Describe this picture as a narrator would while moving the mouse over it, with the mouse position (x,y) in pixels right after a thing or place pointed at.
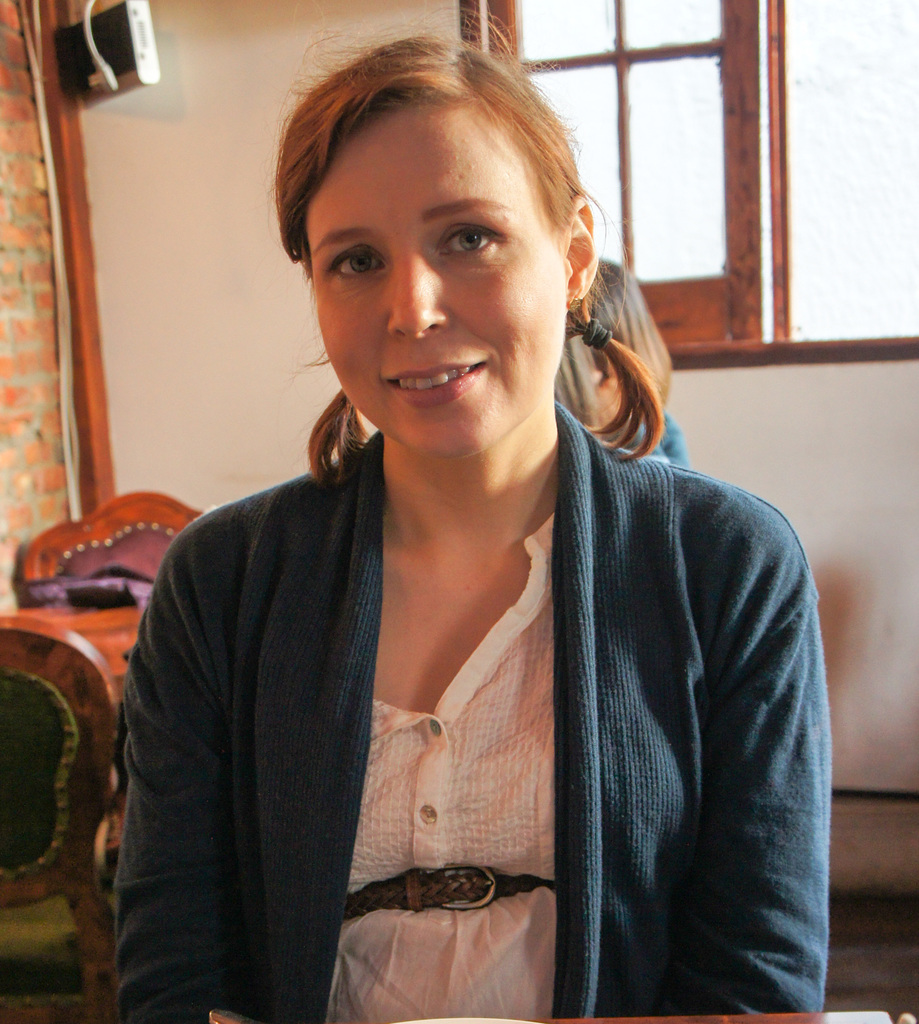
This image is taken indoors. In the background (111,289) there is a wall (211,316) with a window (670,254). On the left side of the image (13,777) there is a couch (103,525) on the floor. In the middle of the image (364,625) there is a girl (542,823) and she is with a smiling face (409,393).
